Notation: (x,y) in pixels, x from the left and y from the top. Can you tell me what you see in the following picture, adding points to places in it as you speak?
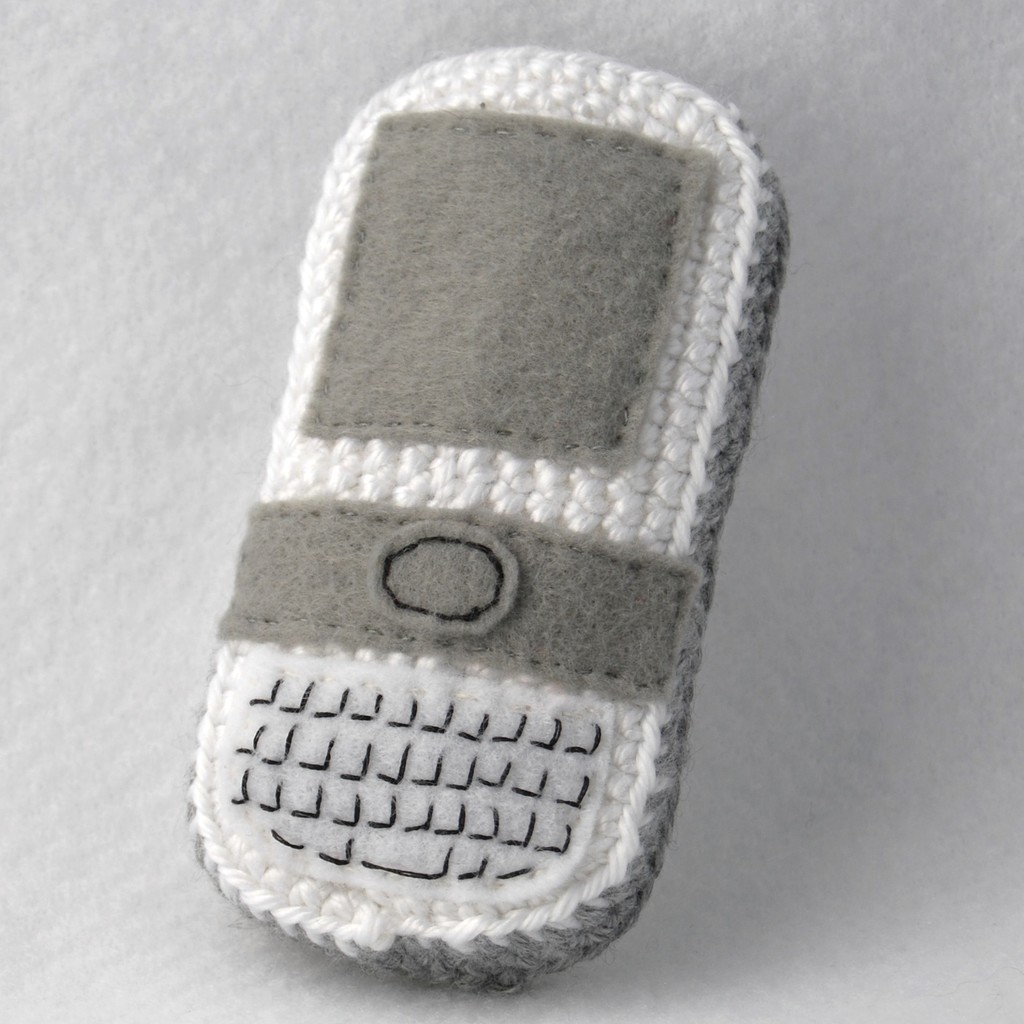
In this image we can see a mobile (557,361), it is made with wool (440,376), at background (273,54) it is white.
